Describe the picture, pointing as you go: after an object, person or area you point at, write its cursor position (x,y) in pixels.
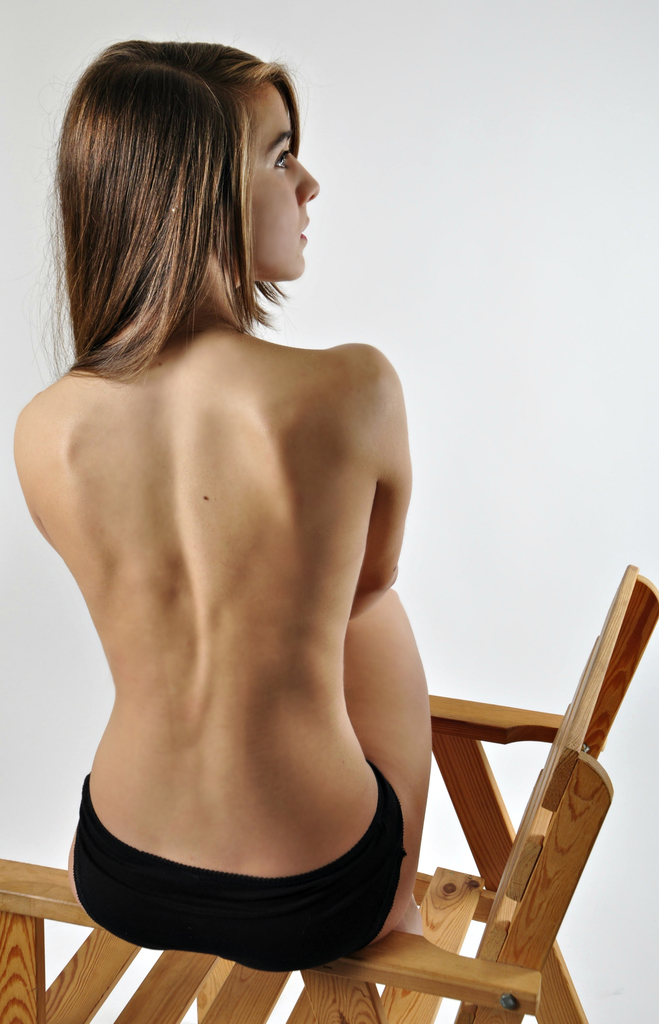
there is a woman (376,936) sitting on the wooden chair (532,855).
